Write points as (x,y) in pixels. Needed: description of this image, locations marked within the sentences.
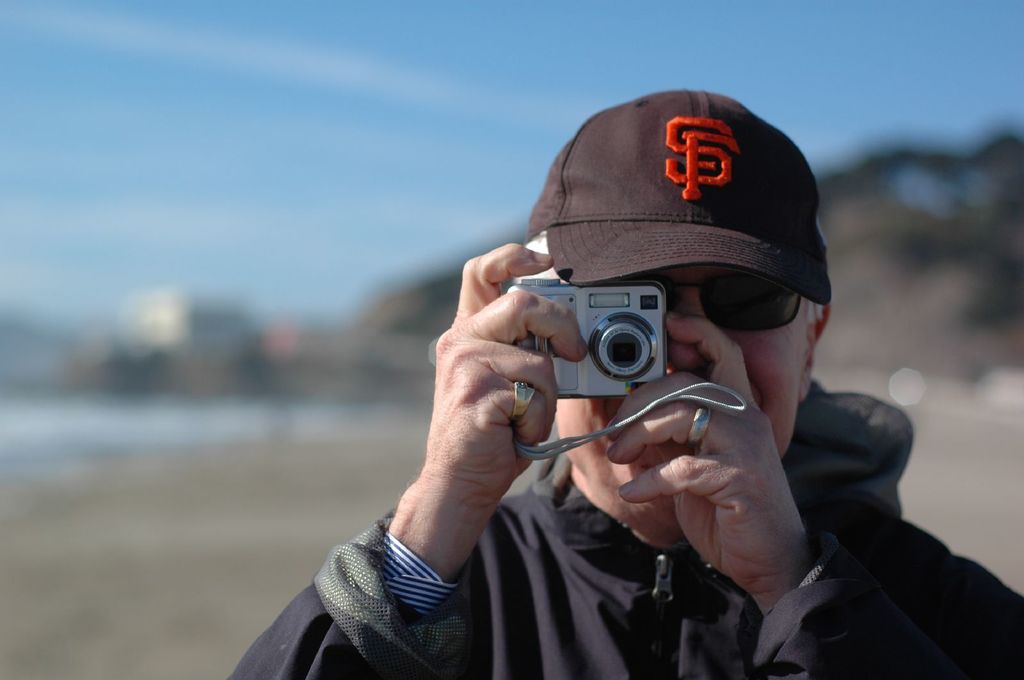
in this image the person (588,149) is holding the camera (609,340) and person (575,333) is wearing the black shirt (595,581) and black hat (698,195) and glasses (764,303) and the background (893,55) is sunny.
